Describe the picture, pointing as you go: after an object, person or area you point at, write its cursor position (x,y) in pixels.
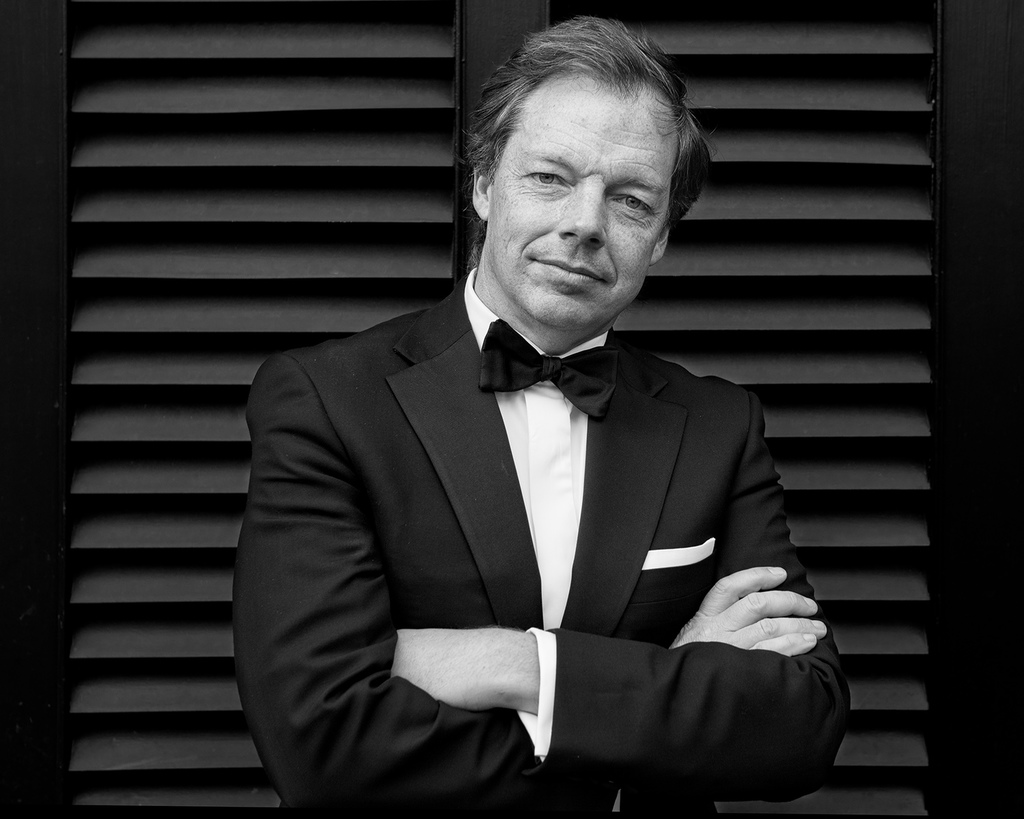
This is a black and white pic. Here we can see a man (485,693) is standing and folding his hands (467,681) and behind him there is a door (239,289).
